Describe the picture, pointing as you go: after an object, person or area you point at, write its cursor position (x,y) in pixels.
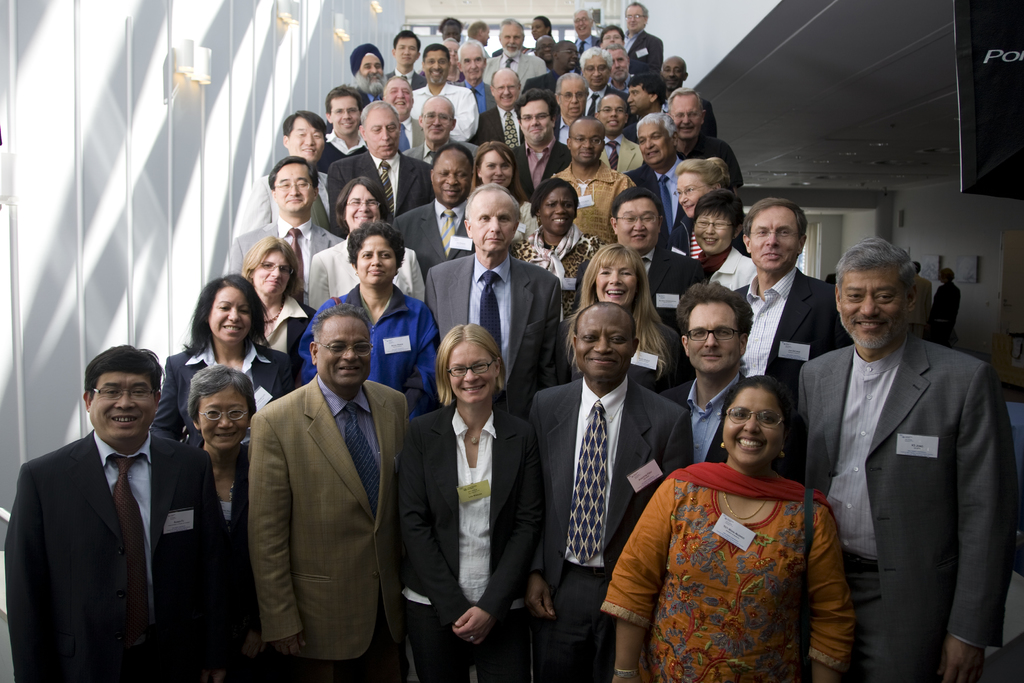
In the image I can see some people (260,316) who are standing on the staircase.
